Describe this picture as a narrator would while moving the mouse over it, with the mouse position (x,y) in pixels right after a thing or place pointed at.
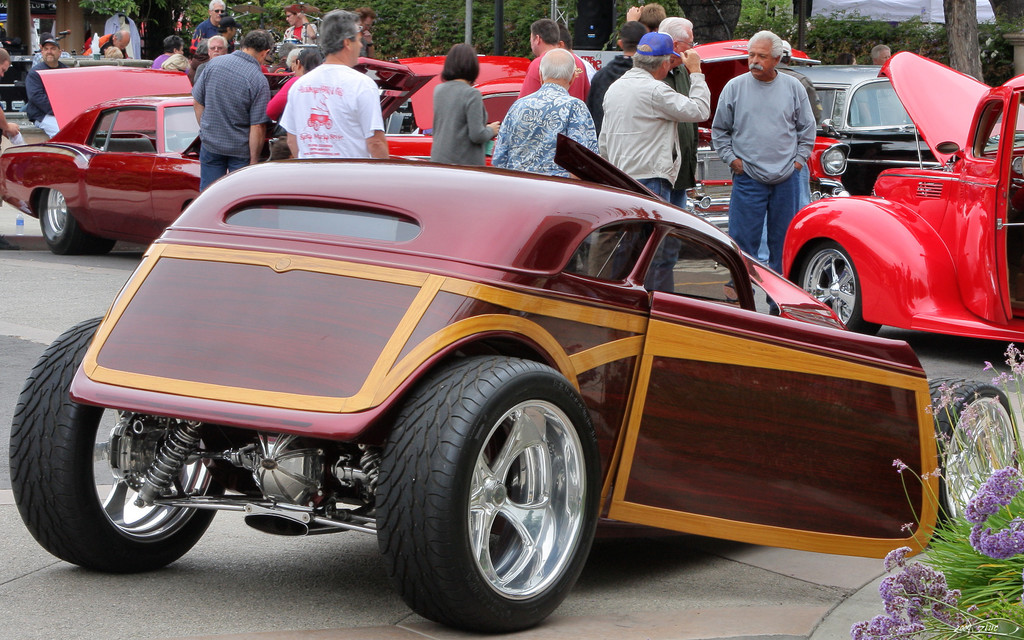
As we can see in the image there are cars (623,395) and people (582,102) standing on the road (14,318). The cars (702,337) are of red colour and the people (744,116) are standing and talking to each other. Few people (33,83) are sitting behind the people (644,20) there are trees (415,9) and there are plants (986,550) with flowers (988,507) in lavender colour.
